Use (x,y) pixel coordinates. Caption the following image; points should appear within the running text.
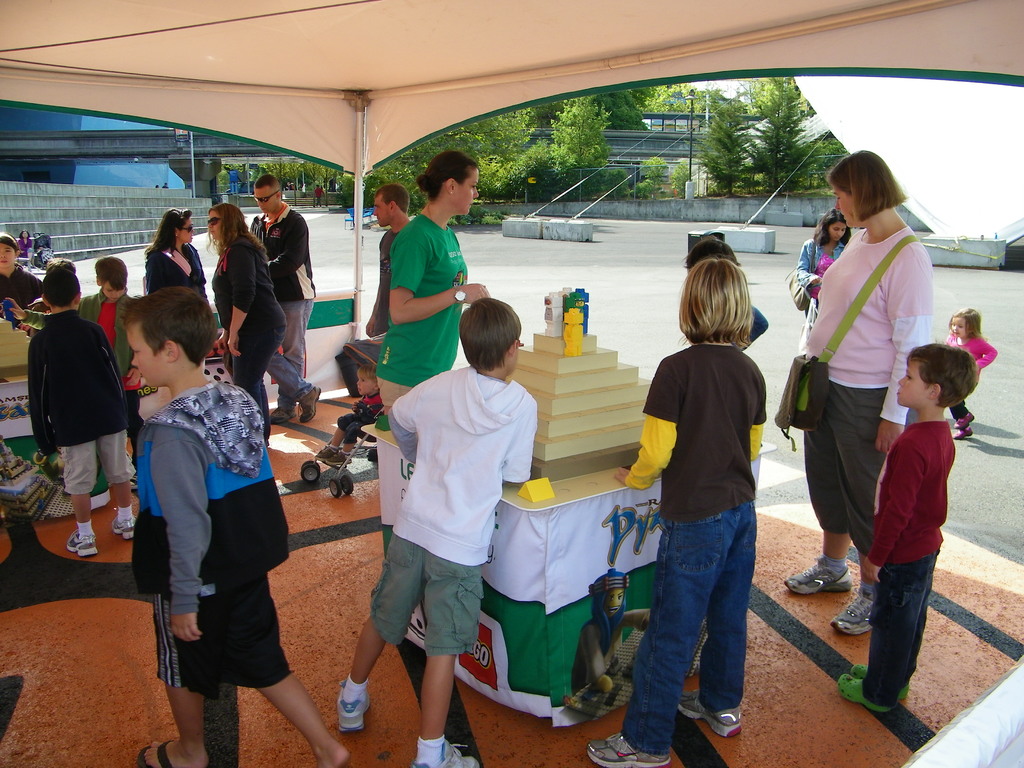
In this image we can see the persons (292,233) and also kids (719,364) standing on the floor (863,657) under the tent (362,48). We can also see some objects (553,446) on the table (519,526). In the background (526,341), we can see the trees (799,161), poles (691,168), stairs (66,206) and also the road (997,287).
